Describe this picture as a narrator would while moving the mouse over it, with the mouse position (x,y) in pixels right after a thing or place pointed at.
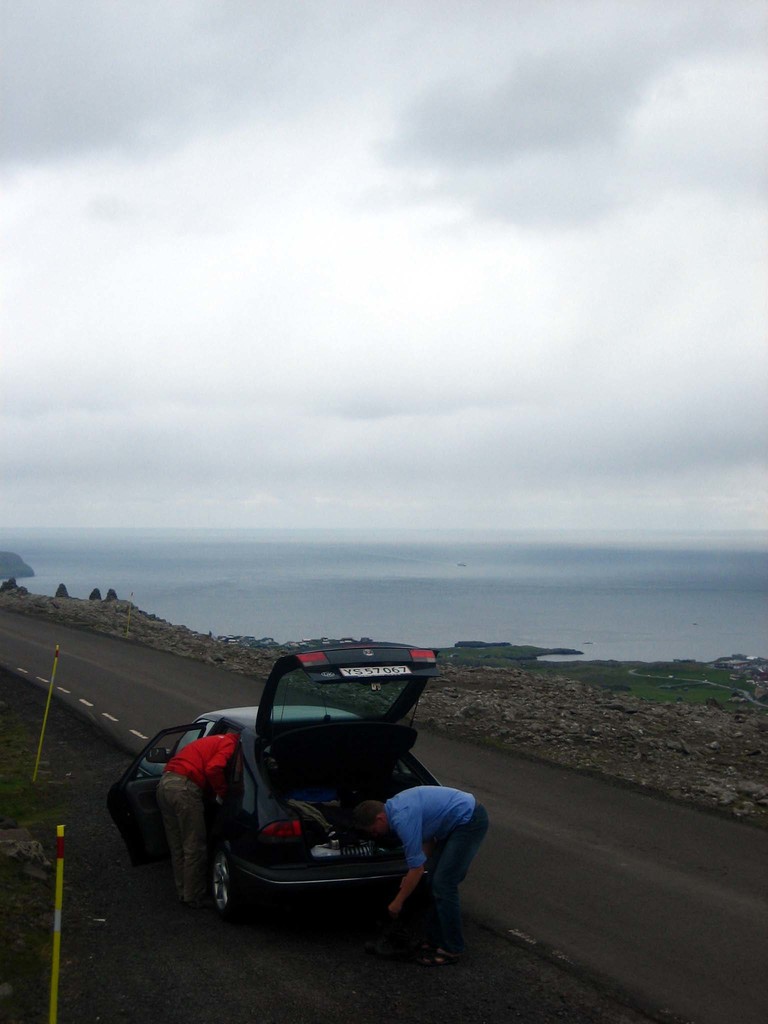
In this picture I can see two persons (219,761) and a vehicle (284,734) on the road (55,635), there is water (392,574), and in the background (335,251) there is the sky (374,251).
